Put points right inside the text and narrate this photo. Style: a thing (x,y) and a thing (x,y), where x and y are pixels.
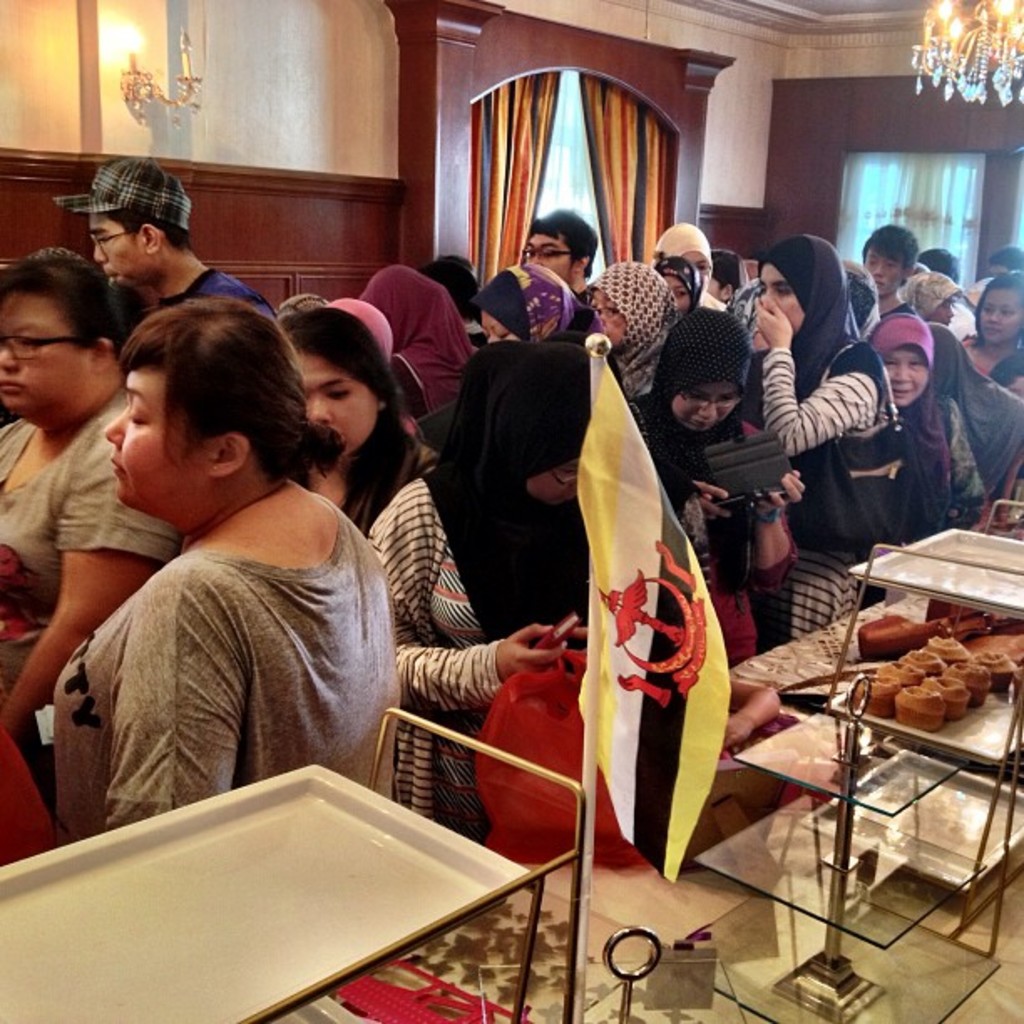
In this picture I can observe some people (637,396) standing on the floor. There are men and women (441,368) in this picture. In the top right side (942,45) I can observe a chandelier (954,55). On the right side (688,895) there is a desk (926,662) on which I can observe some food (940,679). In the background (486,172) there are curtains (546,168).
